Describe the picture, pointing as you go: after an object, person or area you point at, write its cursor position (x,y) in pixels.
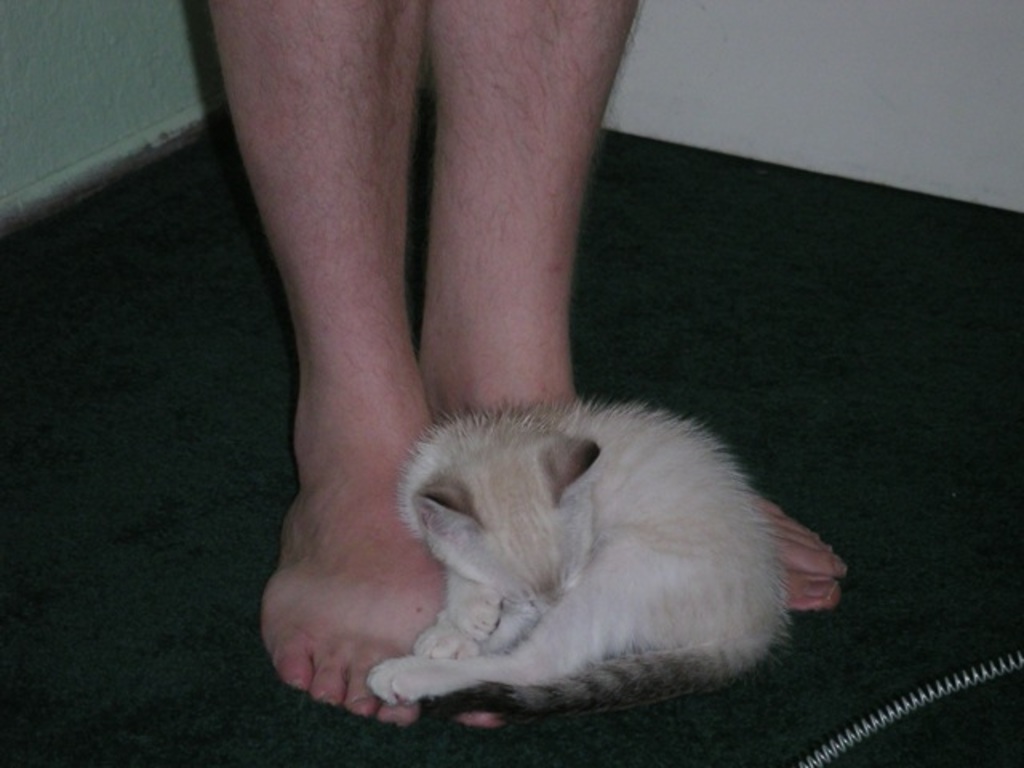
In this image I can see the cat (569,477) and the cat (588,619) is in front of the person (359,97) and the cat (547,619) is in white and cream color, background (741,75) the wall (788,83) is in white color.
